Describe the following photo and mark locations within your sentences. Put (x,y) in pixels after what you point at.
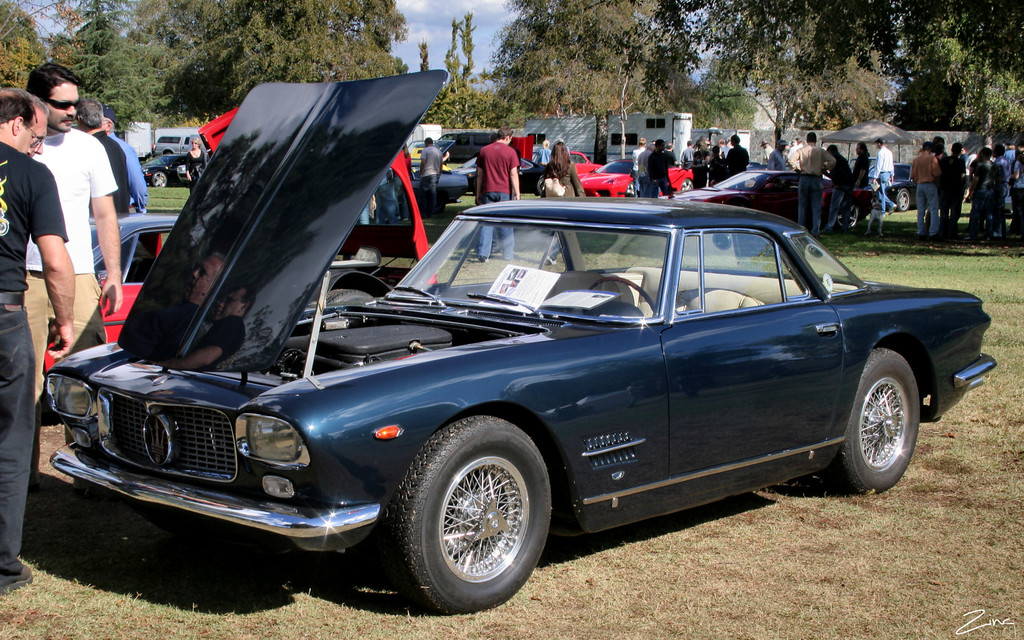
In the foreground of the picture (57,301) we can see cars (200,296), people (13,295) and grass (359,585). In the middle of the picture (385,215) there are cars (707,191), vehicles (151,130), people (833,154), trees (453,54). In the background (442,47) there are trees (471,50) and sky (477,35).
